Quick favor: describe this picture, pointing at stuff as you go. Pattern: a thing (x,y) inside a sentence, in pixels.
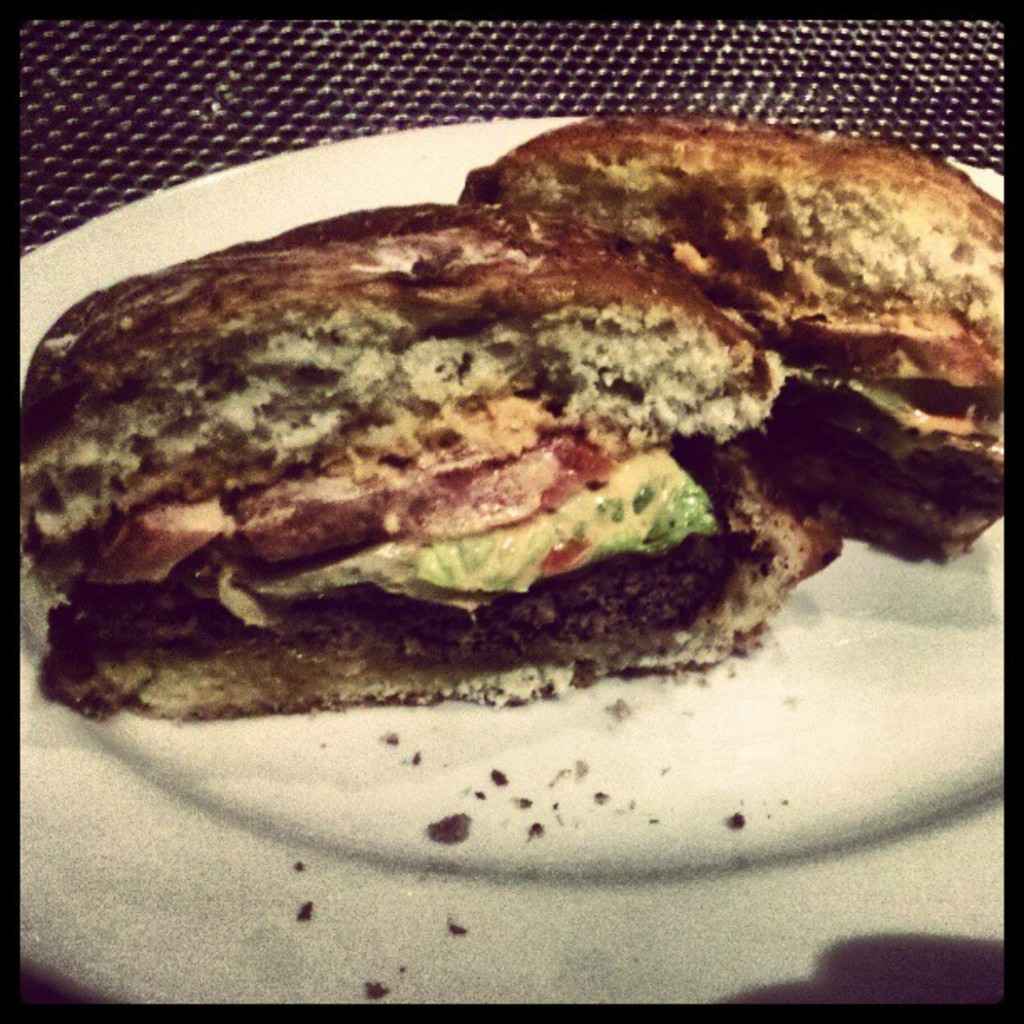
In this picture we can see a plate (753,661), there is some food (665,435) present in this plate (701,715).
